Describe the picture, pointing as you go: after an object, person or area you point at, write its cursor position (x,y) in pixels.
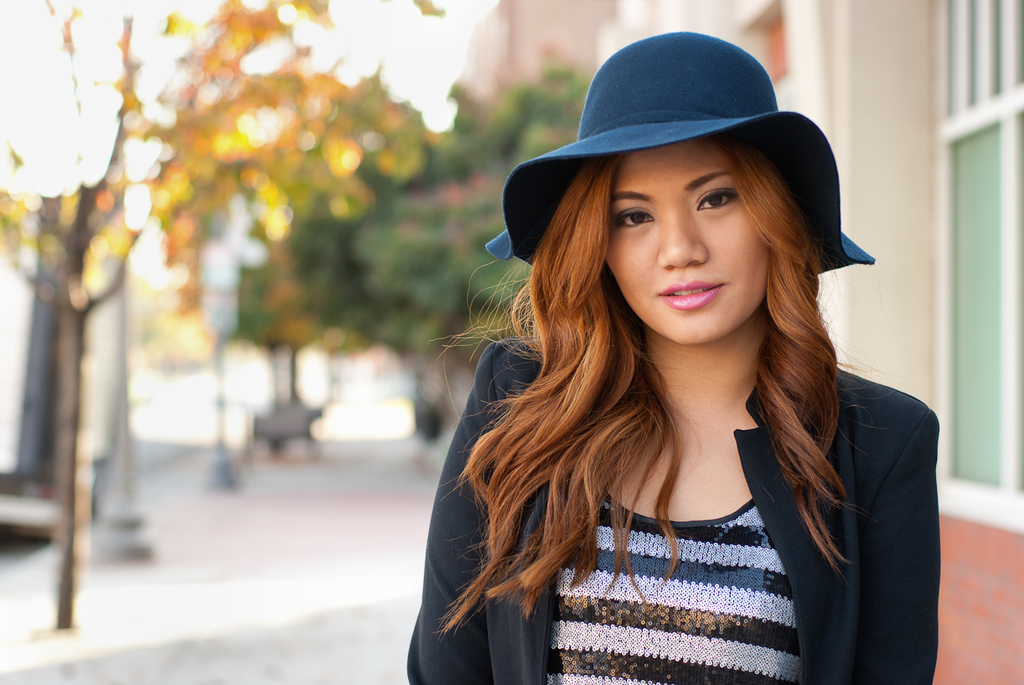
In the picture I can see a woman (435,553) wearing black color blazer (933,516), dress (772,608) and hat (805,131) is standing here and smiling. The background of the image (986,682) is blurred, where we can see the glass windows (977,409), buildings (620,40), trees (407,267) and poles (227,443).
